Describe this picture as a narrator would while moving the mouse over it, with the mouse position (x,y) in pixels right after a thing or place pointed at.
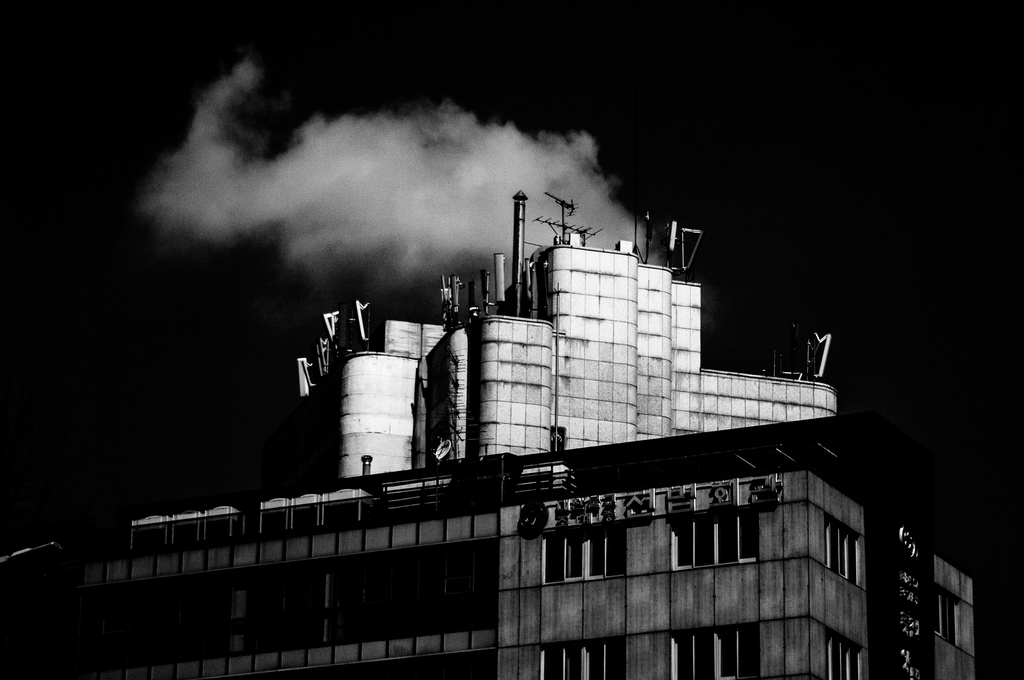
These picture is in black and white. At the bottom (600,551), there is a factory (575,272) releasing gases (416,125).
